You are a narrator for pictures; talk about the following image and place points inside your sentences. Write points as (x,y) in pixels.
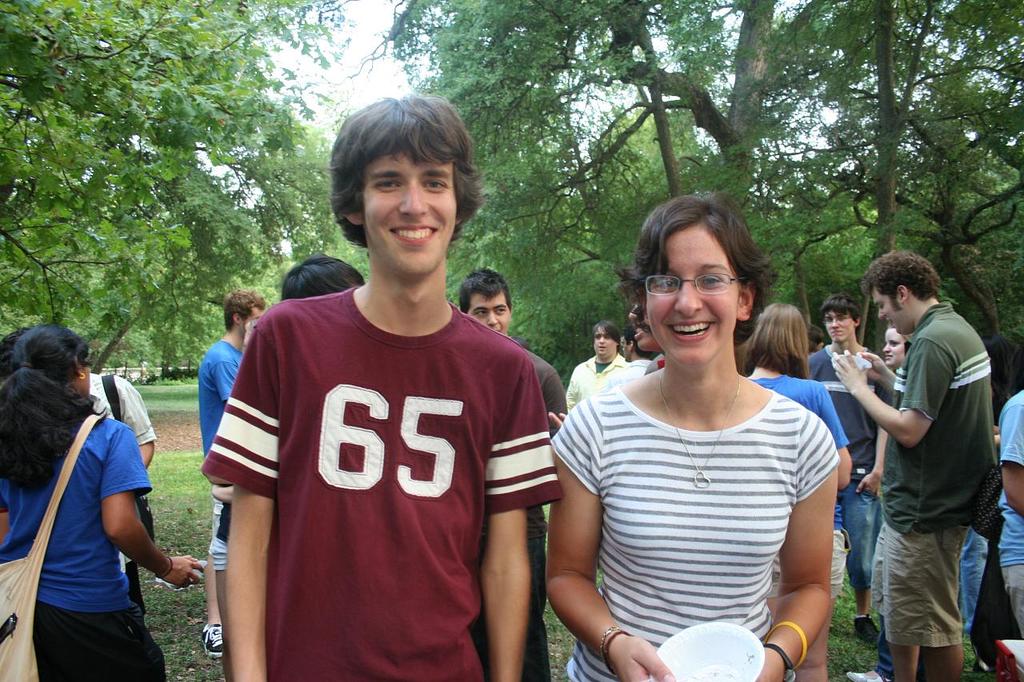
In this image we can see a group of people (359,470) standing on the ground (197,500), among them, some are holding the objects (22,639), there are some trees (446,63), grass (192,486) and the wall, in the background (579,47), we can see the sky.
